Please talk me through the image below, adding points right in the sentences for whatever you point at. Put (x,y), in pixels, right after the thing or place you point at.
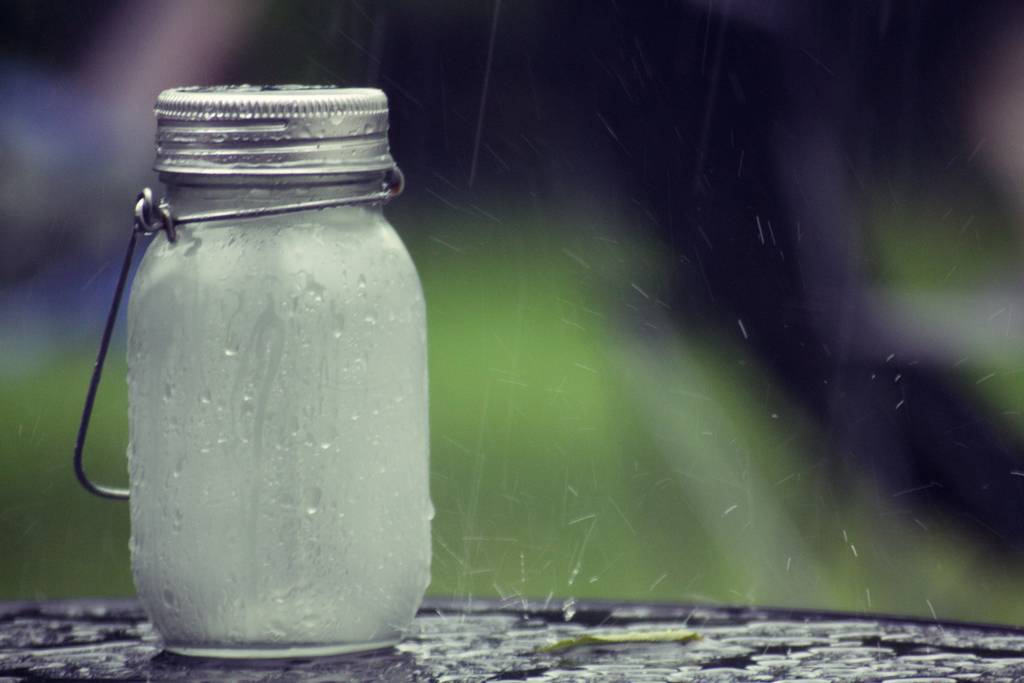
Here we can see a jar (191,326) and with lid (317,116) on it, and it is on the table (538,674).
